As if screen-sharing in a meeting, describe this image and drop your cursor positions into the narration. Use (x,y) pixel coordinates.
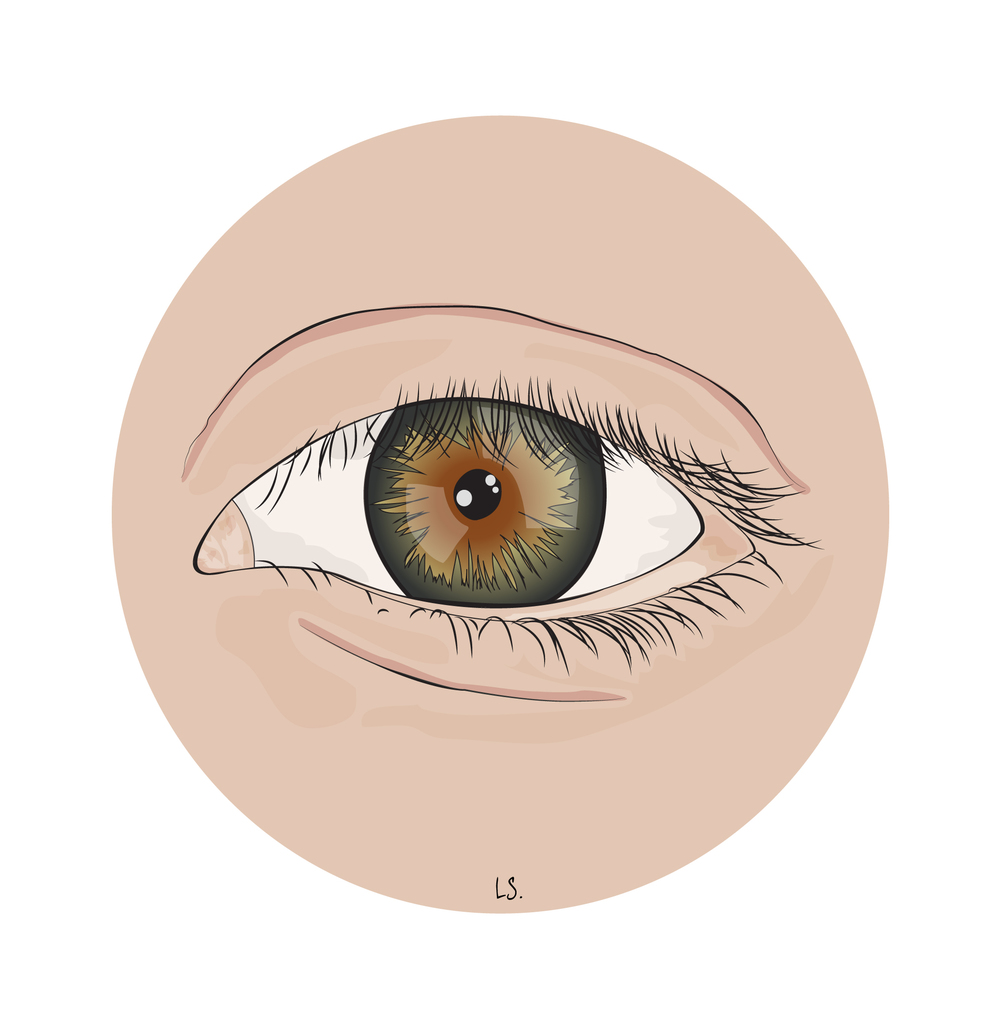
In this image I can see the digital art of a person's eye (693,575) which is cream, white, black and brown in color and I can see the white colored background (48,31).
